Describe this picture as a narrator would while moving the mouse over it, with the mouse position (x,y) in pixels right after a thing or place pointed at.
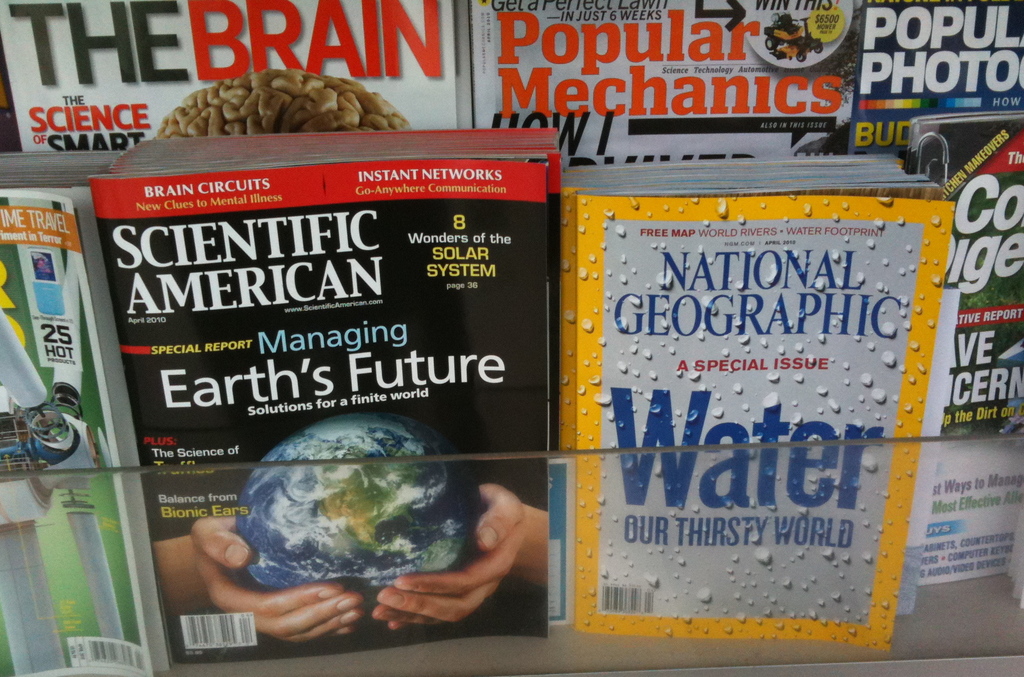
In this image I can see few magazines (743,305). I can see some text (213,382) and few pictures (755,356) on the cover page (655,361) of the magazines (770,400).
